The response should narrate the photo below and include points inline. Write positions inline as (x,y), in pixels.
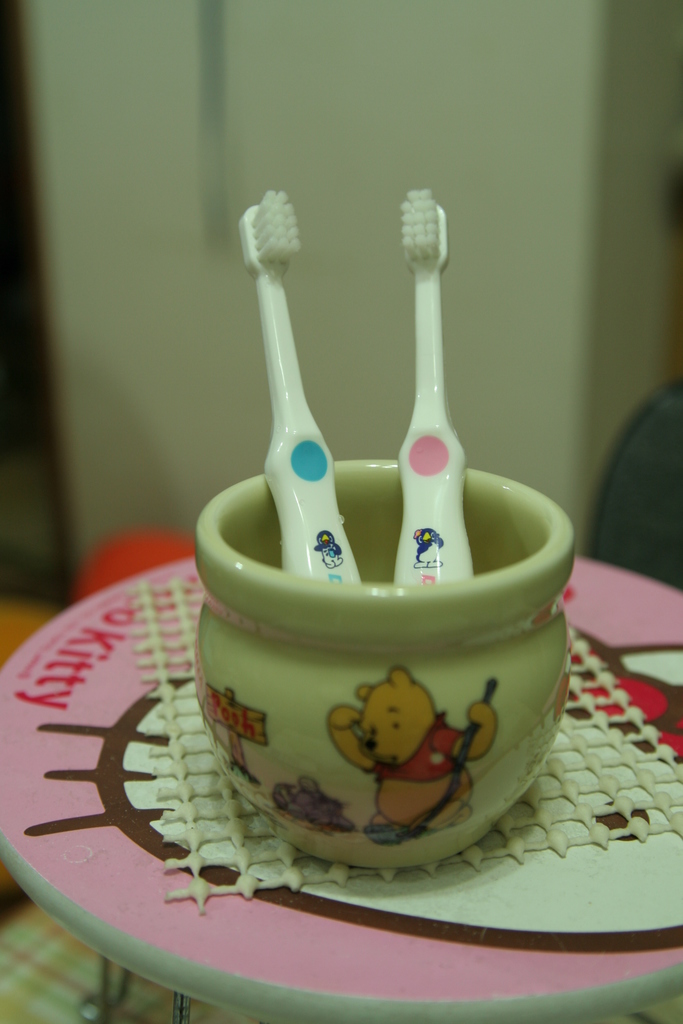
In this image a bowl (293,638) having two brushes (261,270) are on the mat (192,795) which is on the stool (328,923). Background (340,87) there is wall (347,233).
